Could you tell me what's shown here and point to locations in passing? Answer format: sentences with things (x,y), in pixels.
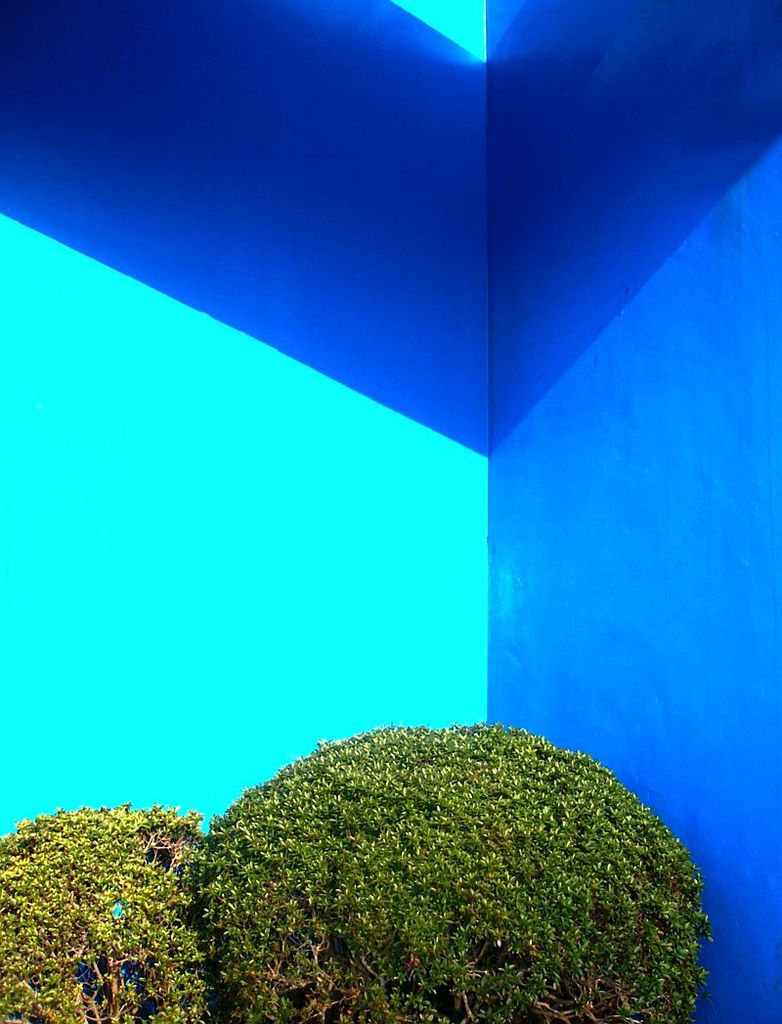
In this picture we can see shrubs (343,934) here, in the background (509,454) we can see a wall (429,413).
